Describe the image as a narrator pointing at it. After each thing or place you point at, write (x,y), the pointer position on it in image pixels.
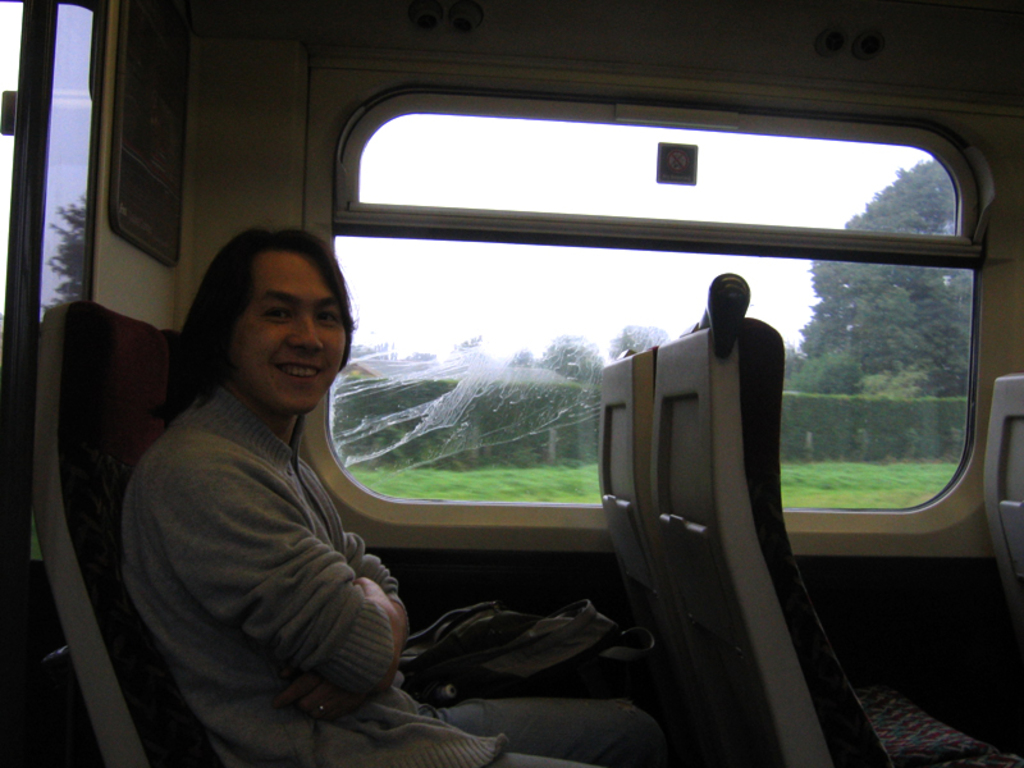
In this image I can see a man (281,354) is sitting. I can see he is wearing a grey colour jacket (247,533) and I can also see smile (301,370) on his face (257,378). Here I can see a bag (617,627), few empty seats (780,762), window (511,419) and in the background (857,404) I can see grass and few trees (965,334).
